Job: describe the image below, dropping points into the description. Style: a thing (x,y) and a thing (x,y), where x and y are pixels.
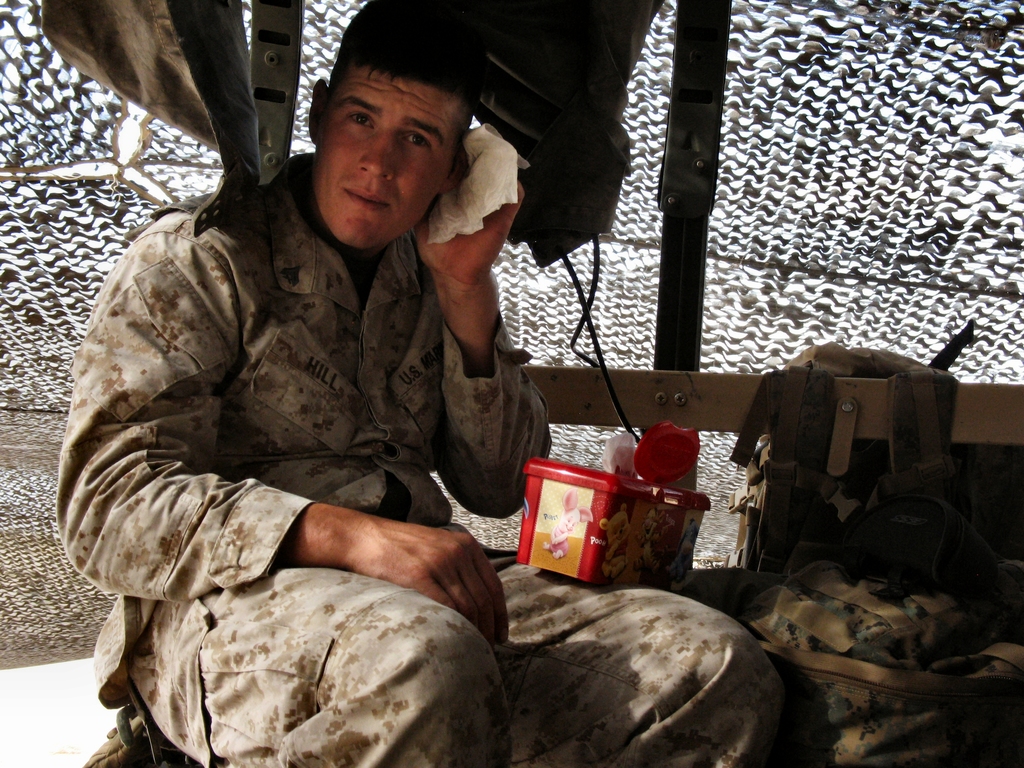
In this picture there is a man (216,581) sitting and holding a cloth (456,212) and we can see box (584,542) on his leg (641,640). We can see bags (990,543) and mesh (105,222).
